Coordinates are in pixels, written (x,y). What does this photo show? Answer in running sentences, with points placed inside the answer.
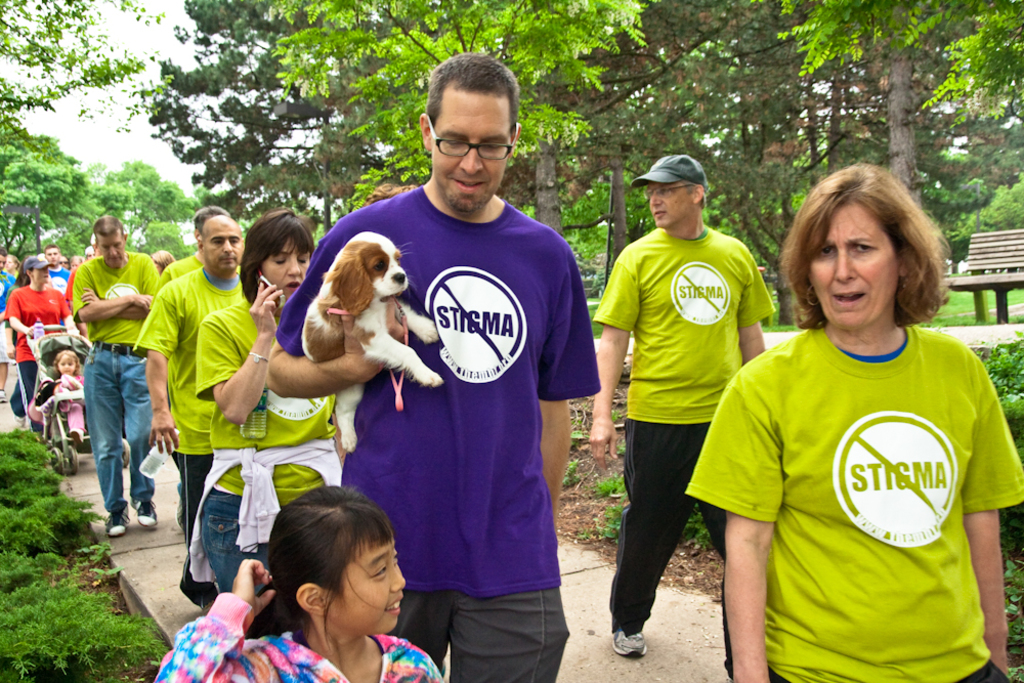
Here we can see a group of people (79,295) walking and the man (543,446) in the front (552,298) is having a dog (389,242) in his hand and behind them we can see trees (252,187) and plants (18,440) and at the middle of the right side (1022,253) we can see a bench (1016,237).
